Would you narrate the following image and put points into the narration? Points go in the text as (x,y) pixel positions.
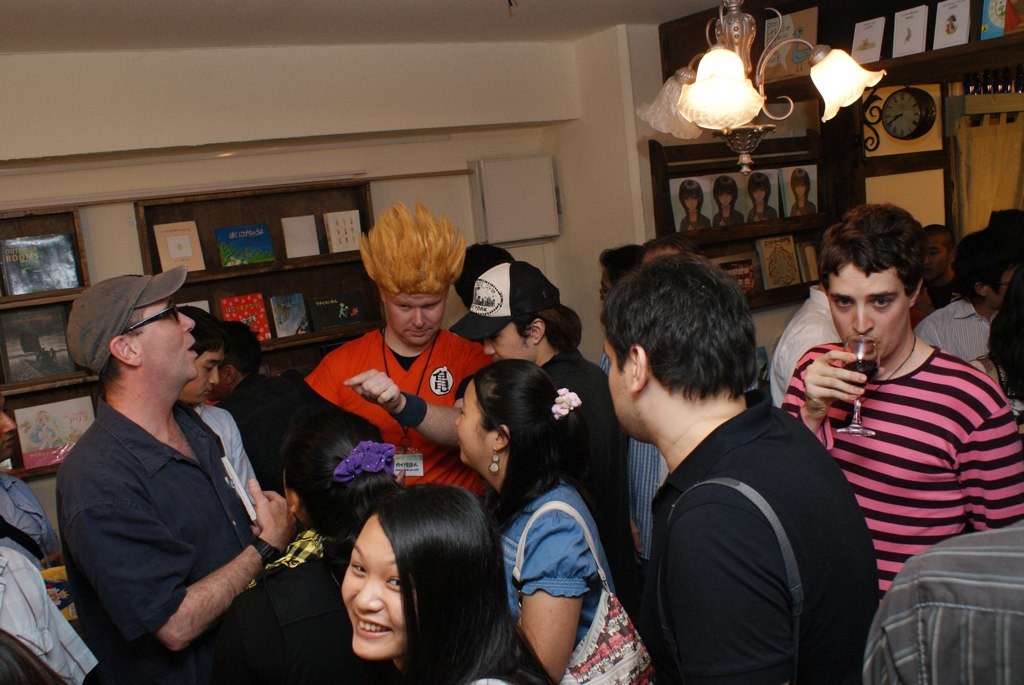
In the image in the center (562,378) we can see few people (431,510) were standing and smiling. And we can see few people (591,459) were holding some objects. In the background (434,105) there is a wall (599,225), box (549,232), wall clock (912,99), curtain (964,167), rails (977,97), books (1007,5), lamps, photo frames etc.
